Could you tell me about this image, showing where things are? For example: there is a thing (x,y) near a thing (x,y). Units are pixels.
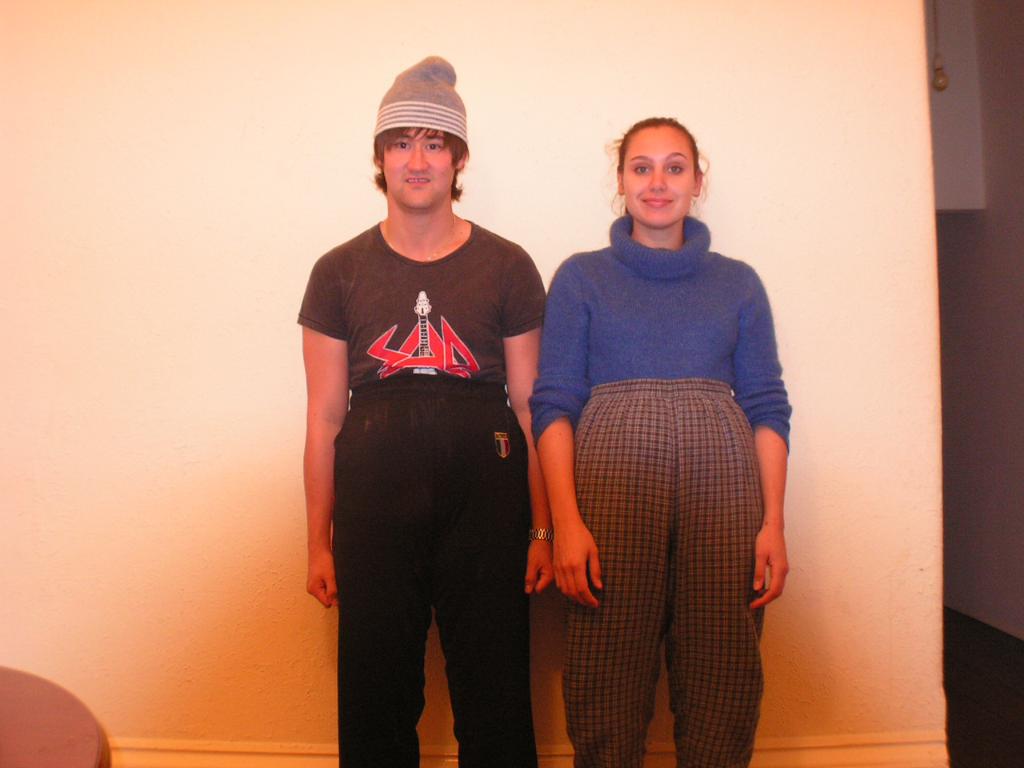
In this image we can see a man (482,606) and a woman (638,708) standing beside a wall (668,741). On the right side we can see a bulb (939,82) hanged with a rope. On the left bottom (28,697) we can see an object (81,723).
